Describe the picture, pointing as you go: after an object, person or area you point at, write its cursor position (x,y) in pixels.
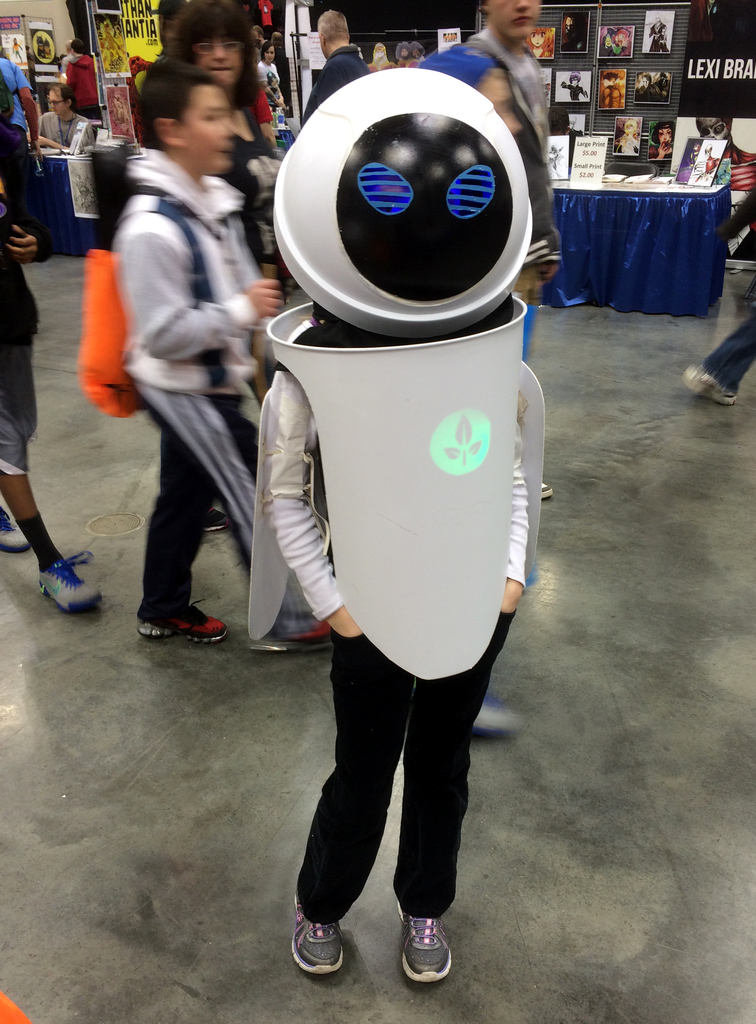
A person (391,313) is standing wearing a costume (382,355). Other people (117,275) are present at the back (20,336). There is a blue table (691,236) on which there are photo frames (704,150) and there are photo frames (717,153) at the back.
